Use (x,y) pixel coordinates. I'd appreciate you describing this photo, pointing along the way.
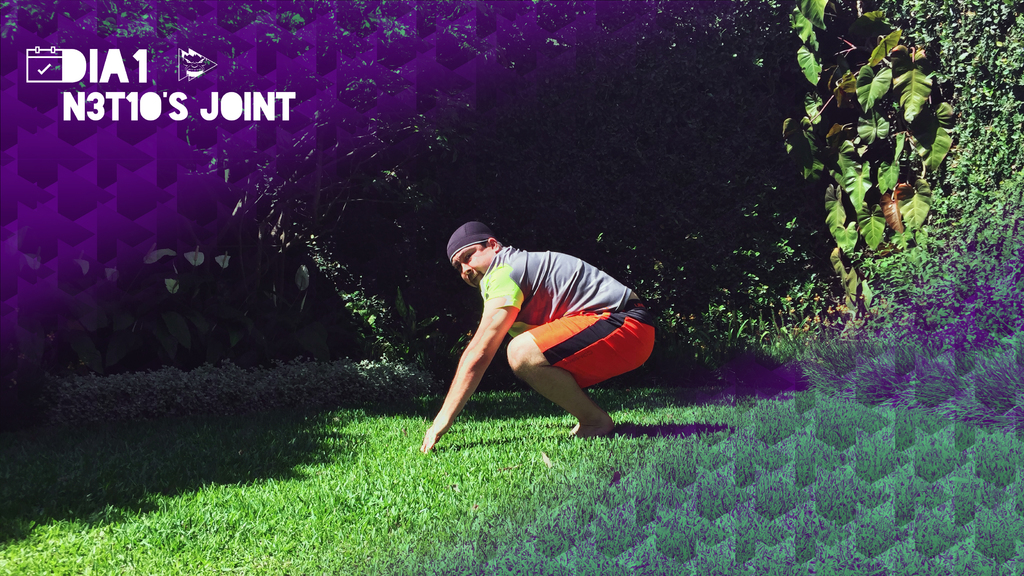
In this image I can see grass (510,479) and on it I can see a man (551,363). I can see he is wearing t shirt (541,276), orange shorts (575,334) and a black cap (479,238). In the background (365,160) I can see trees (853,166) and I can see shadows (186,451) on ground (161,440). I can also see watermark (221,117) over here.
